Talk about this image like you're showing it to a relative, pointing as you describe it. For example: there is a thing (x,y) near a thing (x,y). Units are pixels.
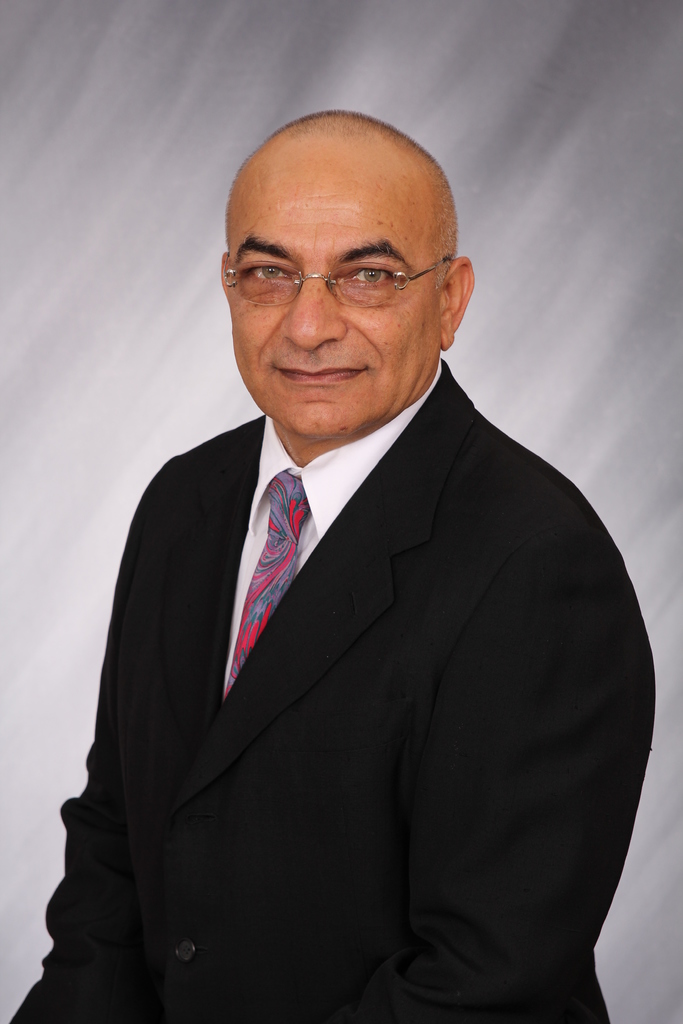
In this image there is a person (322,479) wearing goggles (405,275).
